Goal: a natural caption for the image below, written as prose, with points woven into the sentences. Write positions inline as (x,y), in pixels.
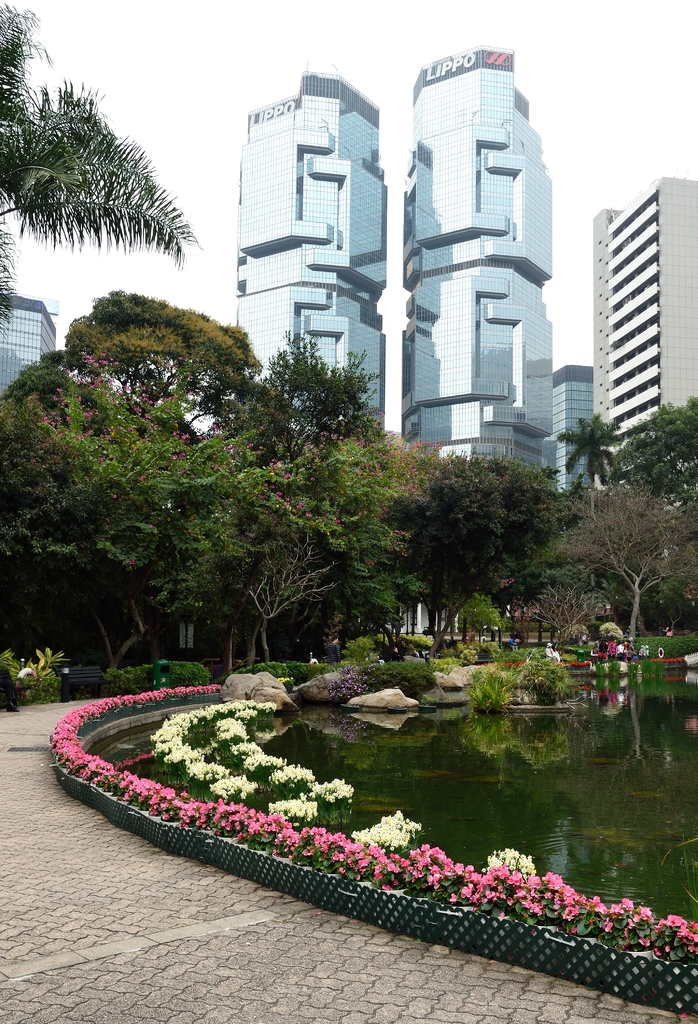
In this image, we can see buildings (252,336), trees (453,487), bushes (414,669) and some benches (89,666). At the bottom (464,770), there is water (384,729) and we can see some stones (363,702) and some flowers (224,798) and there is a road (335,990).
